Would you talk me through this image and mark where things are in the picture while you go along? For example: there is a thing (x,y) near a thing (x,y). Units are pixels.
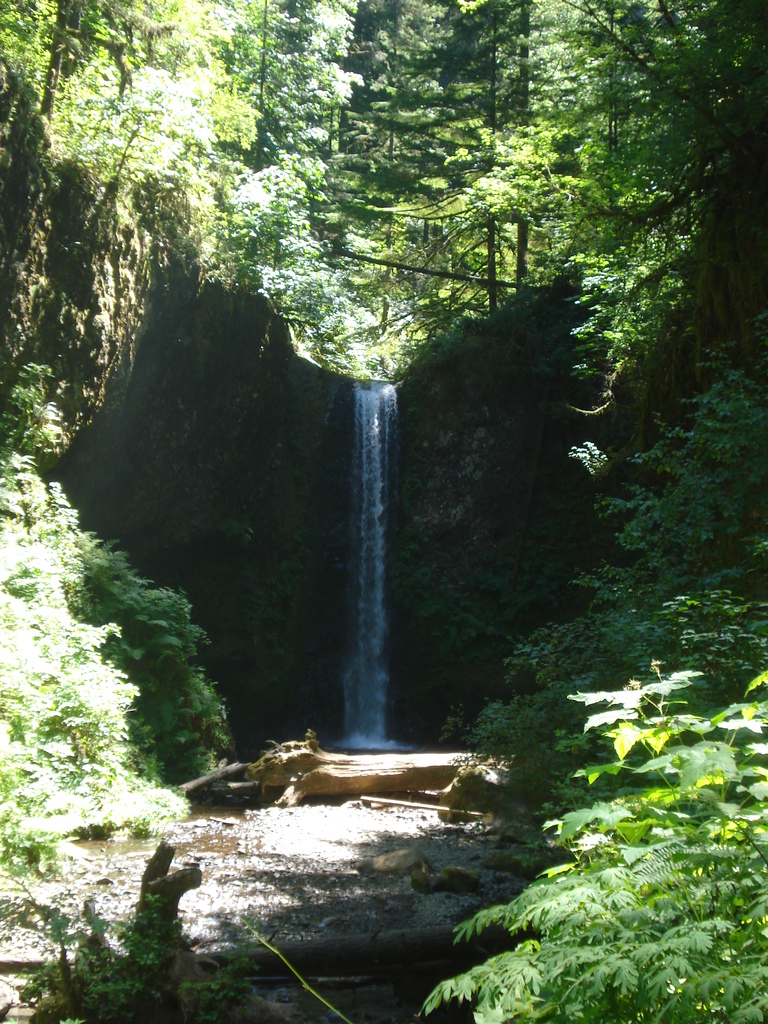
In this image there are trees (630,464) on the left (131,571) and right corner (756,609). There is water (287,903) at the bottom (424,852). There is a waterfall (373,713) and there are trees (398,361) in the background (459,215). And there are trees (484,224) at the top (490,224).
